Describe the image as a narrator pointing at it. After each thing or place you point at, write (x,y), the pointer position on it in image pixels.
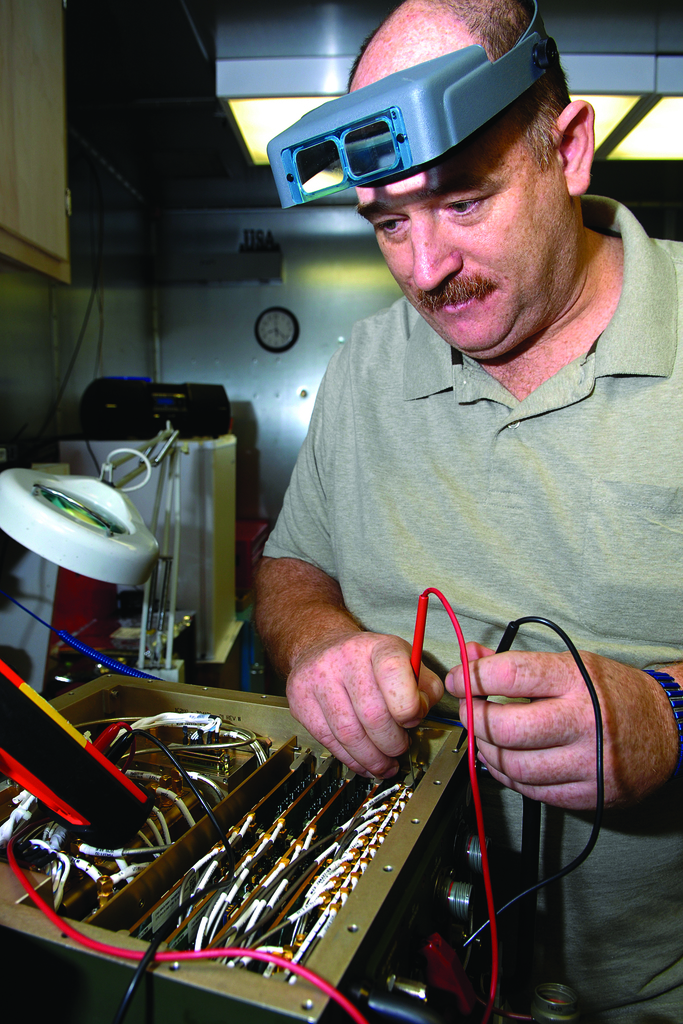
This image consists of a man (322,684). He is wearing a green shirt (614,879). There is a machine (296,809) in front of him. He is doing something.
